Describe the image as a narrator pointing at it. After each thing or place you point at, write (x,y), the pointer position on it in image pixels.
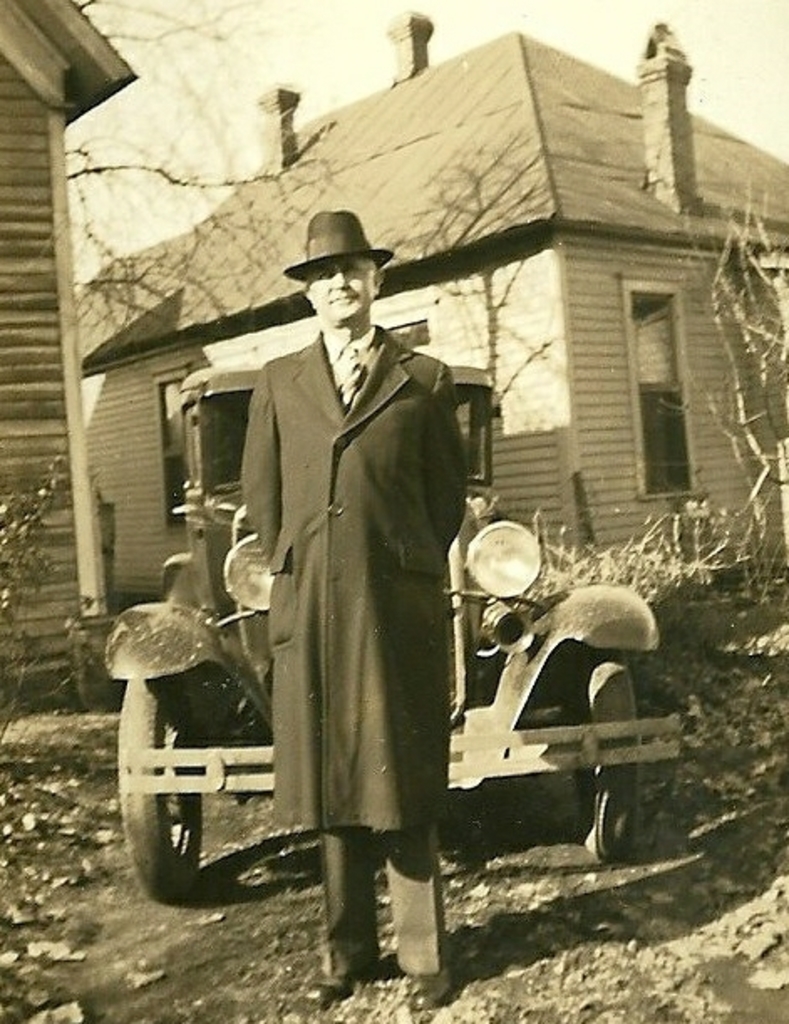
In this picture we can see a man (365,281) standing, wearing a hat (382,265) near to a vehicle (225,378). In the background (219,350) we can see houses (368,218) and dried plants (716,530).
